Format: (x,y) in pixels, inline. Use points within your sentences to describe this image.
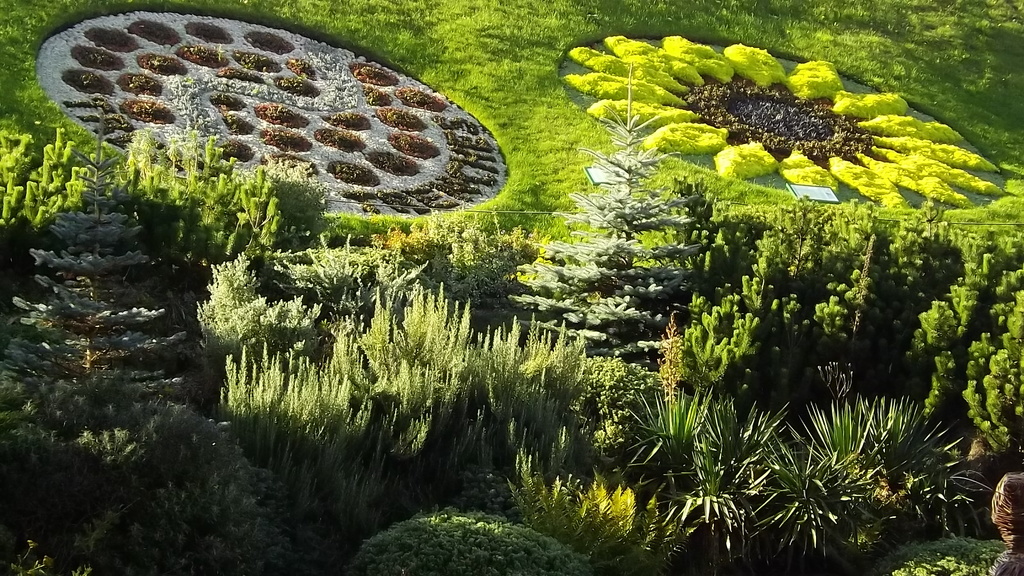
In this picture we can see few plants (531,269) and garden arts (714,102), at the right bottom of the image (1000,511) we can see a person (1005,499).
